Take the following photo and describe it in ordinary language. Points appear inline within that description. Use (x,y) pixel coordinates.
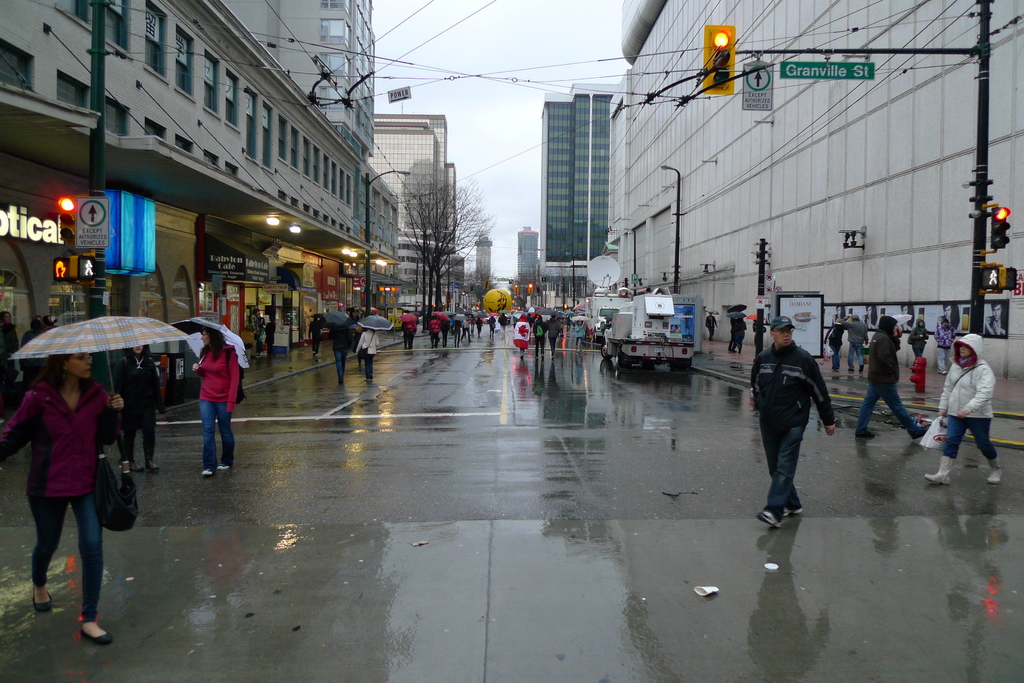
In this image I can see few buildings (642,82), windows (558,217), wires (676,82), traffic signals (730,77), sign boards (751,77), poles (771,51), light poles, few stores (274,262), vehicles (628,322), few people (558,328) are walking and few are holding umbrellas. The sky (411,33) is in white color.
